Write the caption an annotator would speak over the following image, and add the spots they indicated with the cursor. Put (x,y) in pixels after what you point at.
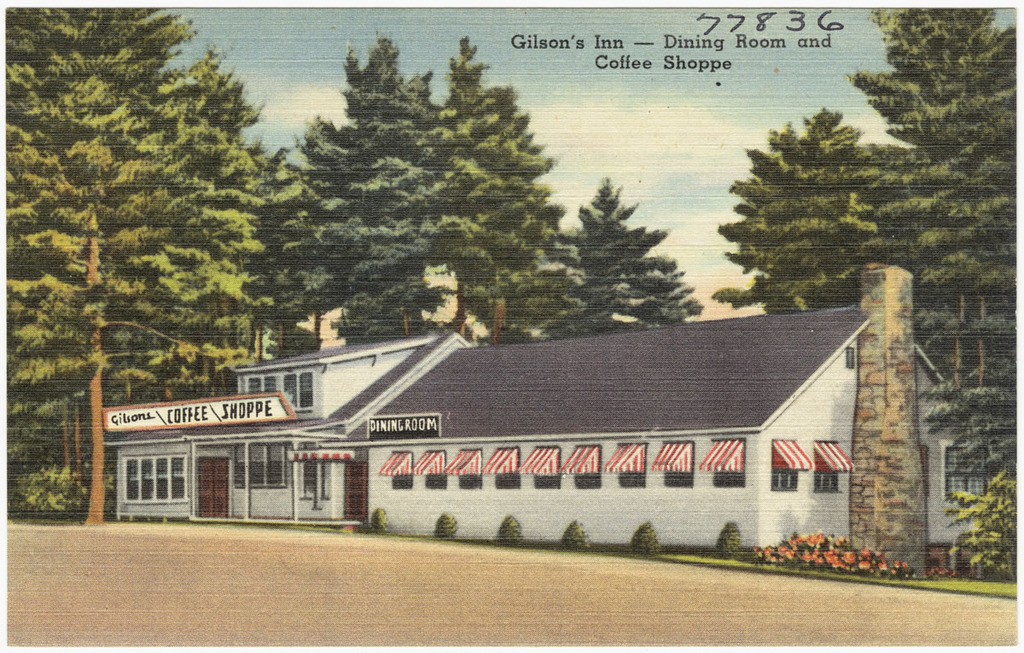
In the picture we can see a painting (329,387) of a house building (153,498) with a name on the top of it as coffee shop and near to the house (863,387) we can see a grass surface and behind the house (607,335) we can see some trees (549,328) and sky (616,92).
